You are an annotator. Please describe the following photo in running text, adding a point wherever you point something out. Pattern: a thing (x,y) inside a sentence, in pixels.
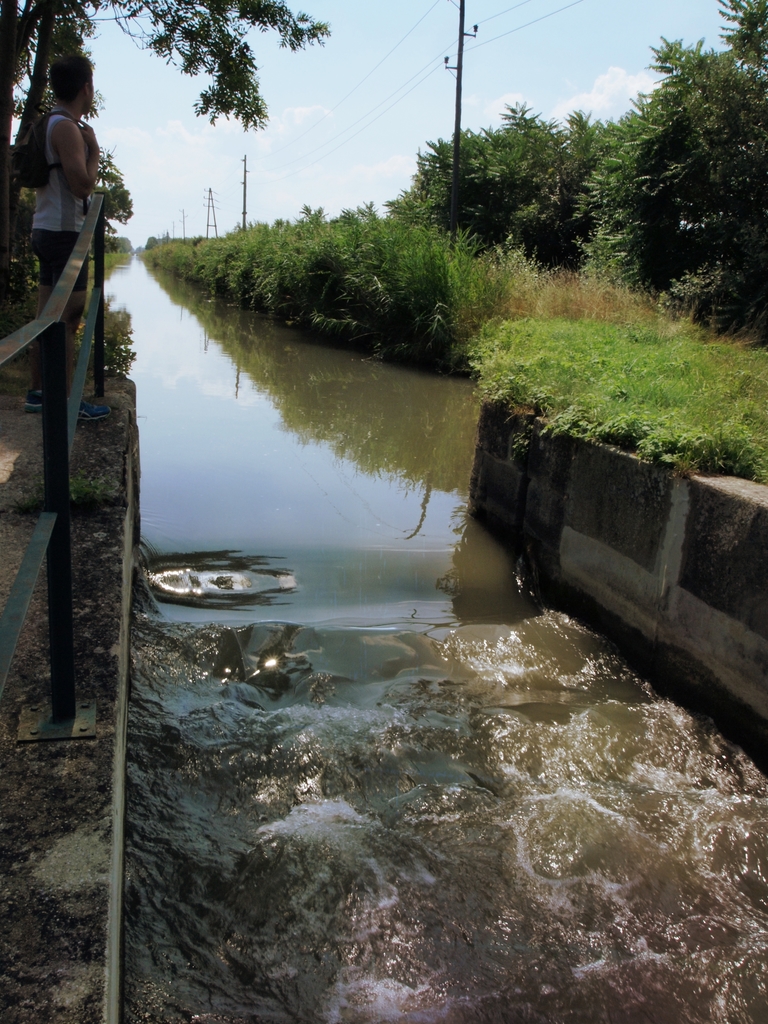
In this image we can see sky (288,114) with clouds (199,152), trees (482,149), electric poles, electric cables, person (72,121) standing on the bridge (110,559) and running water (336,591).
